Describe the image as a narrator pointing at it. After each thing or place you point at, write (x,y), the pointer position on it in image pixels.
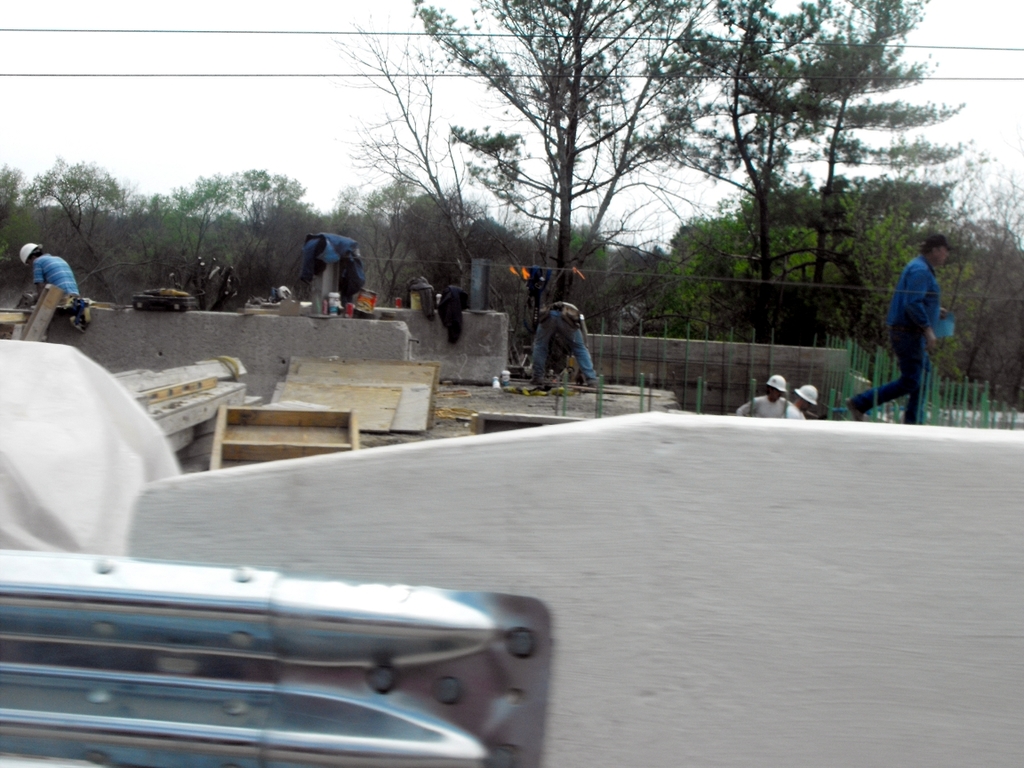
In this image there are so many people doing something with wooden blocks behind them there are so many trees (871,253).
